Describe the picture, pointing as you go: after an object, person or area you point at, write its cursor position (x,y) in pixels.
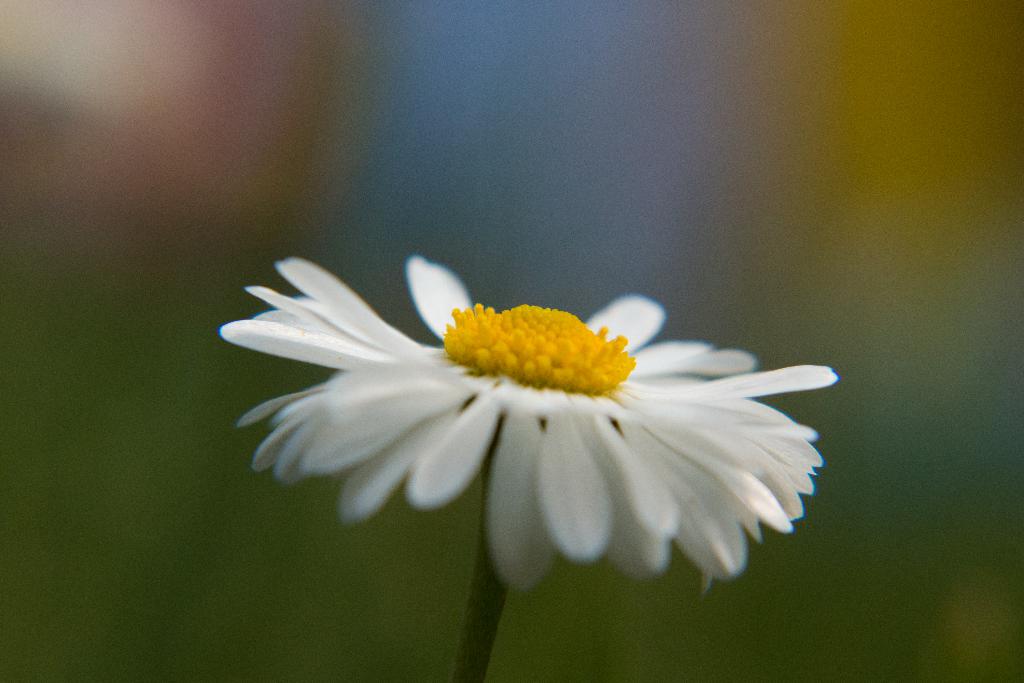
In this image I can see a flower (541,322) along with the stem (478,618). Its petals (335,431) are in white color. The middle part (573,365) of the flower (521,356) is in yellow color. The background (166,168) is blurred.
